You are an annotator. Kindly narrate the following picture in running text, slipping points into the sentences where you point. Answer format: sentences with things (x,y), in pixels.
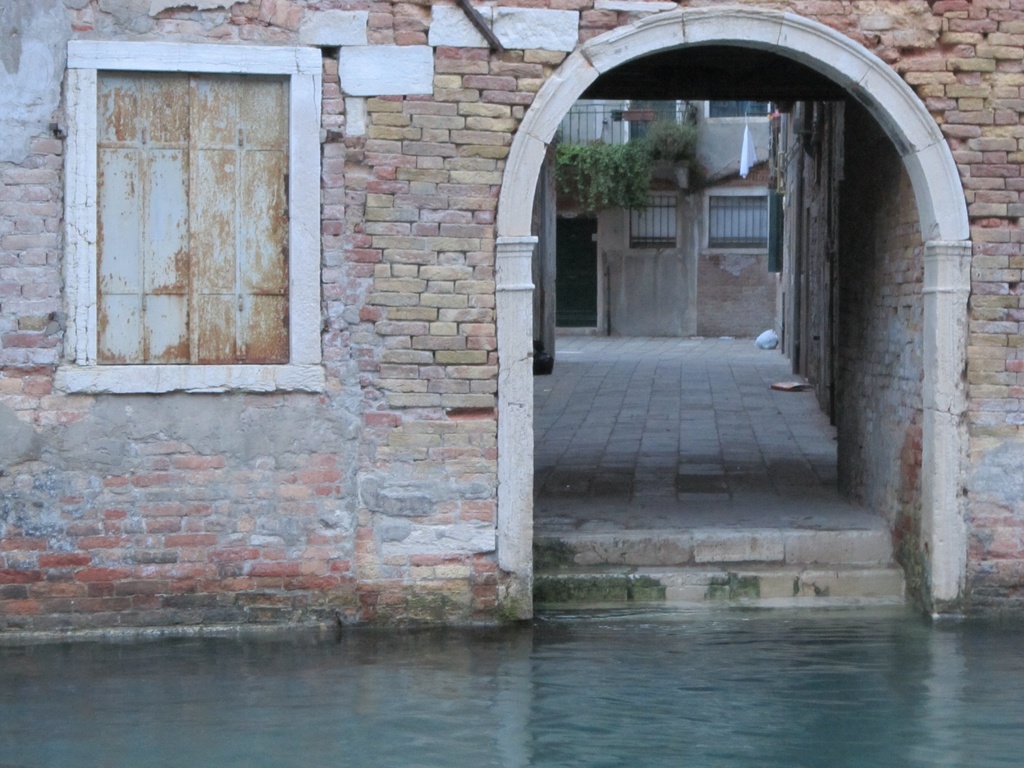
In this picture I can see there is a building (403,366) and it has a door (629,552) and a window (231,275) and in the backdrop (723,259) there is a building (746,288) and there is a balcony (650,155) with some plants (644,180).
